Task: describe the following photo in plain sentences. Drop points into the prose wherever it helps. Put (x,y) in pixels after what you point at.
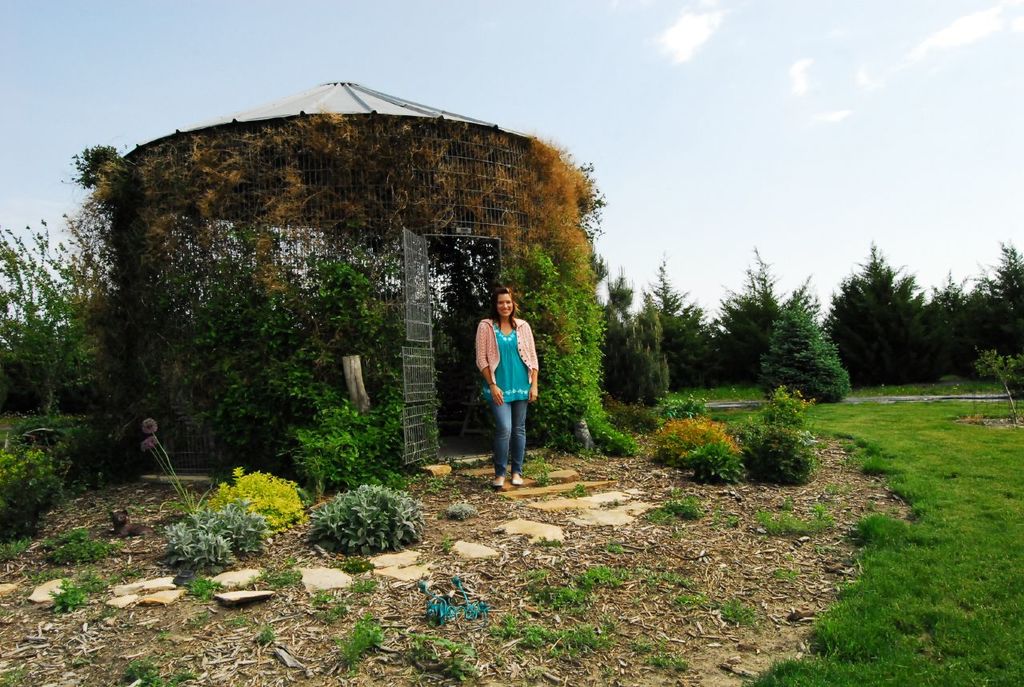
As we can see in the image there are trees (825,356), grass (837,414), plants (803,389), a woman (525,349) standing over here and on the top (408,70) there is a sky (387,70).
